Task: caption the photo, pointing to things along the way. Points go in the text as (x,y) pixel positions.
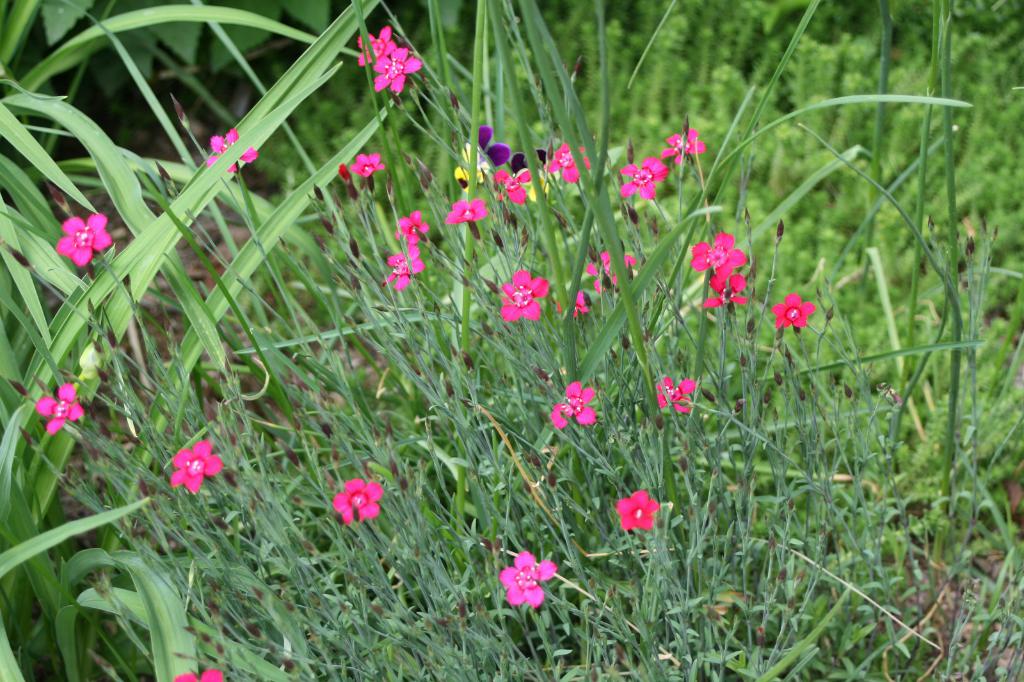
In the picture I can see flower plants (254,427). These flowers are pink in color.
